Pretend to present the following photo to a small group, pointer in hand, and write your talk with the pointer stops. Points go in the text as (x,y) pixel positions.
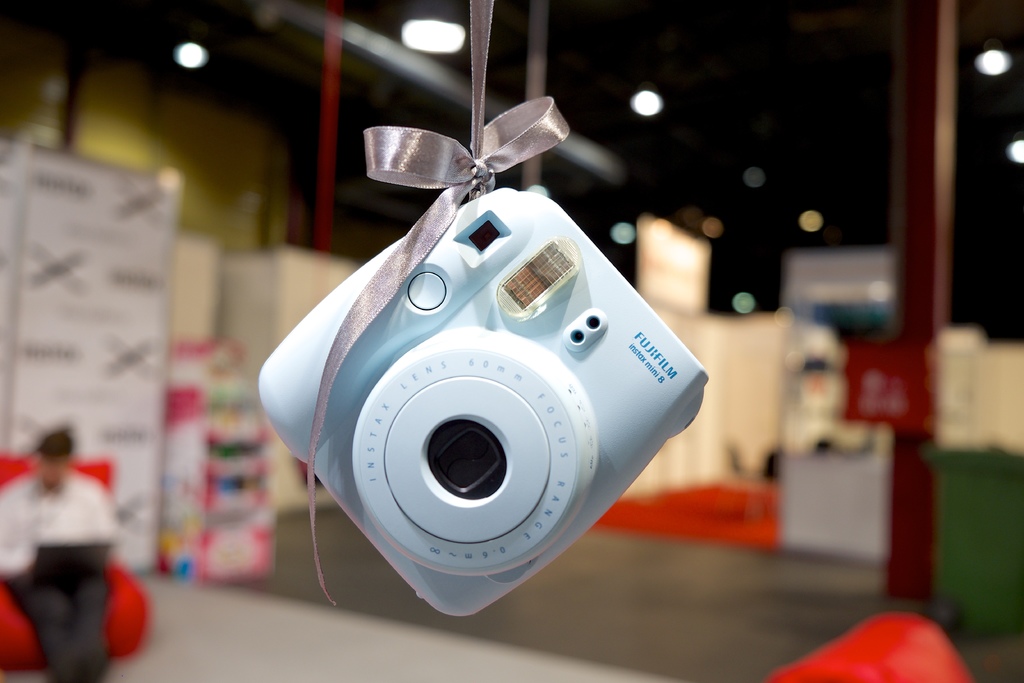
In the picture we can see a camera (616,447) tied with a ribbon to the ceiling (581,48) and behind it, we can see a man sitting on the chair (143,629) and behind him we can see some things (15,251) are placed which are not clearly visible.
